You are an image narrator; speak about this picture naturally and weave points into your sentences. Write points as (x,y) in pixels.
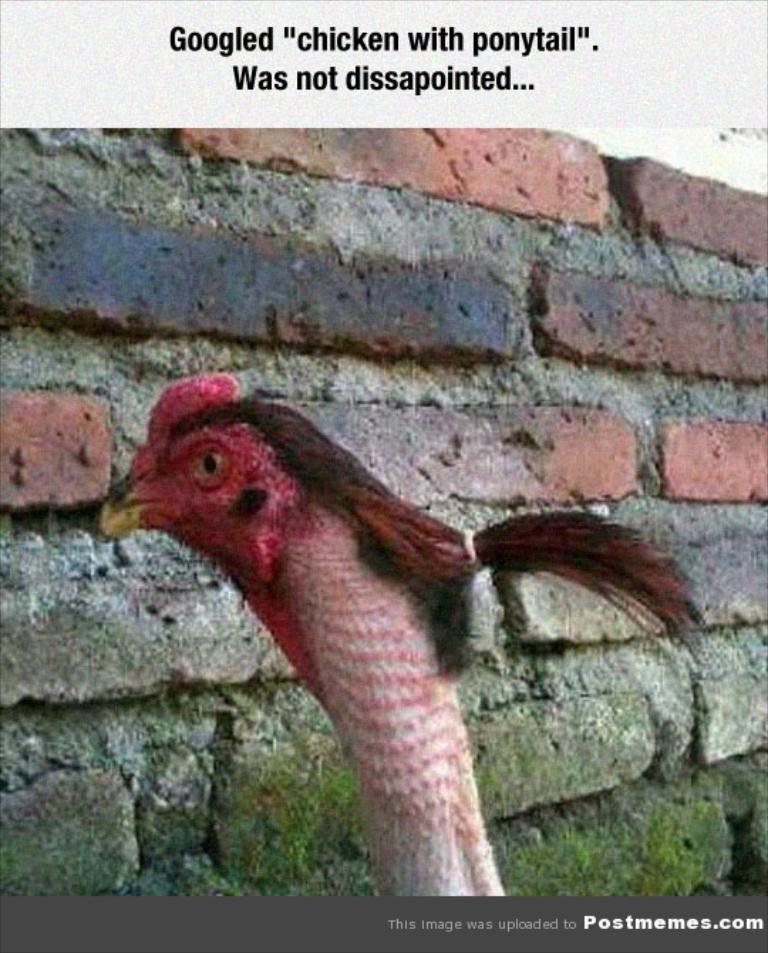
Here we can see a hen head (308,524) and its feathers (409,539) are tied with a thread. In the background (146,401) we can see bricks wall (349,145). At the top (249,80) and bottom we can see text (245,68) written on the image.
